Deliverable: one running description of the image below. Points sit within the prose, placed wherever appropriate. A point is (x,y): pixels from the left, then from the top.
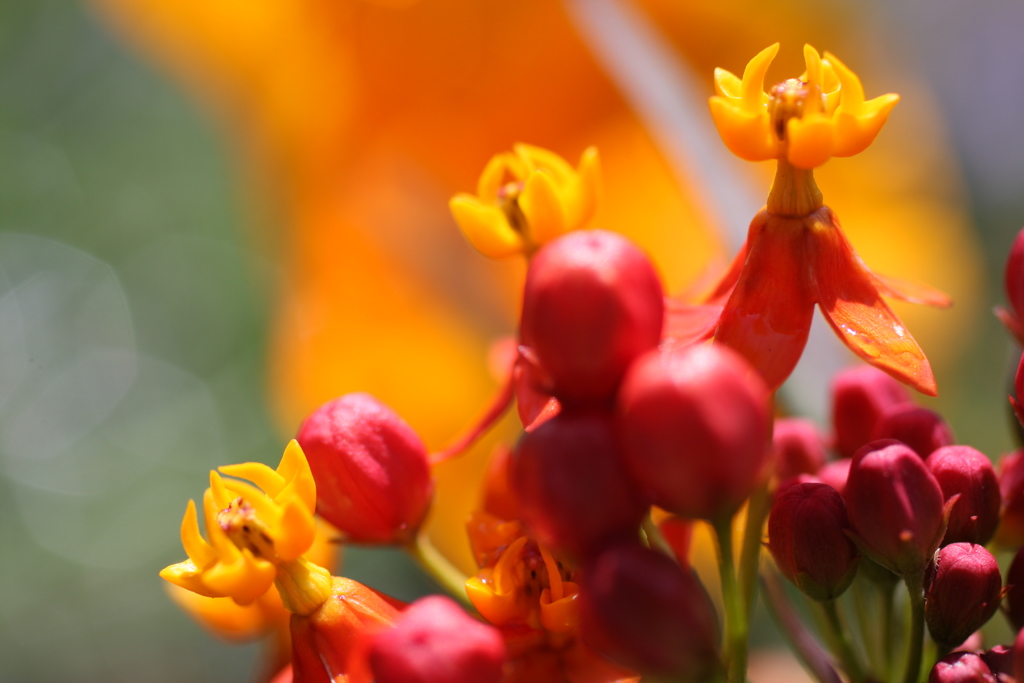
In this picture there are flower plants (793,429) are present which are in red and yellow colour with stems (742,638) and buds (625,491).
